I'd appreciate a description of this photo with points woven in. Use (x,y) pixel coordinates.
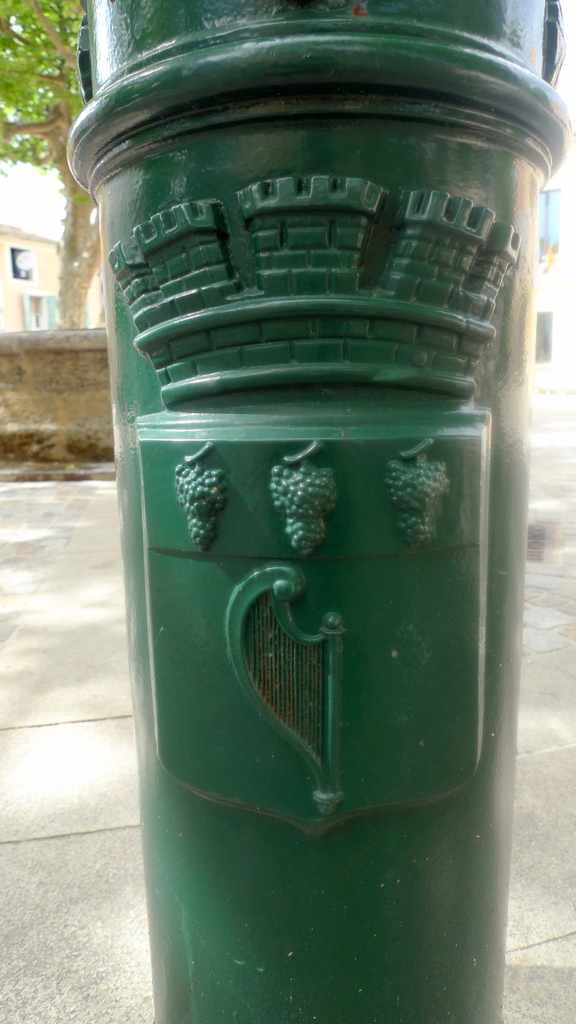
In the center of the image (277,476) there is a water pole (304,546), which is in green color. In the background (40,274) there is a building (28,237), tree (78,239), wall (81,364) etc.
